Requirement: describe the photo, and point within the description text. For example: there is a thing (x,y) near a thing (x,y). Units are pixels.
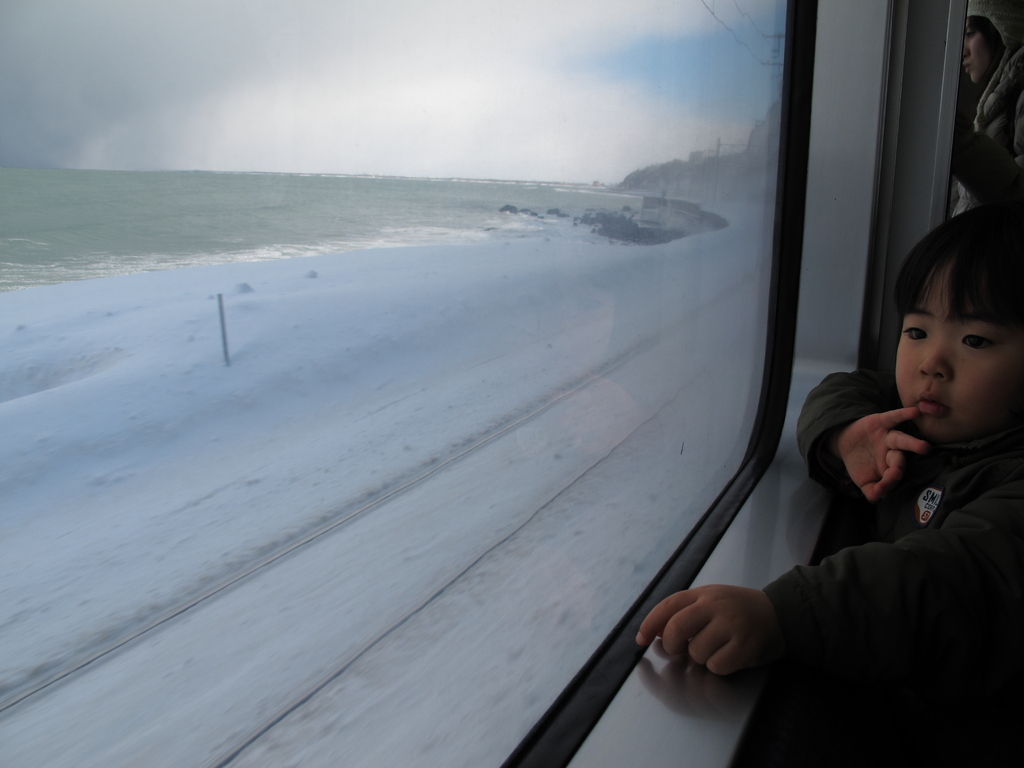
The image is clicked from a train (873,281). On the right (938,469) we can see a kid (937,499). In the foreground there is a window (246,168), outside the window (440,458) we can see snow (394,435), field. At the top (215,63) it is cloudy.
